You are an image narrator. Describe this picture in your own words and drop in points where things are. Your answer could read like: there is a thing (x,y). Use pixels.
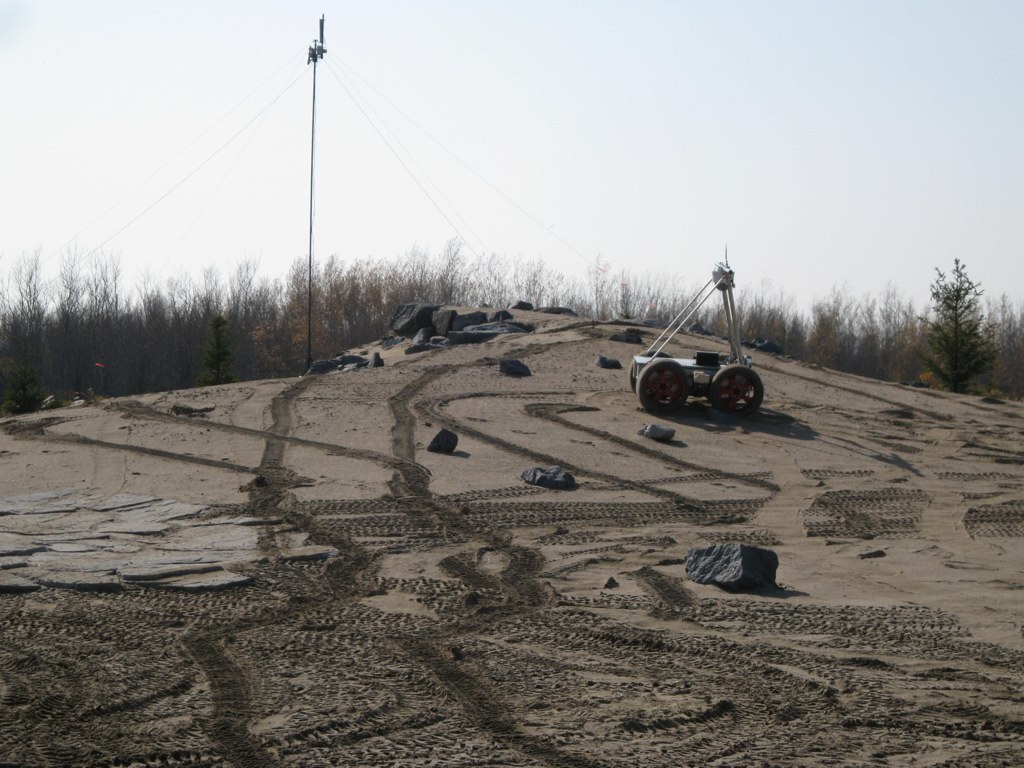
In this image there is an object (637,362) and a few rocks (26,535) are on the surface (335,666) of the sand (318,694) and in the background (4,355) there are trees (361,283), utility pole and there is the sky (744,156).
